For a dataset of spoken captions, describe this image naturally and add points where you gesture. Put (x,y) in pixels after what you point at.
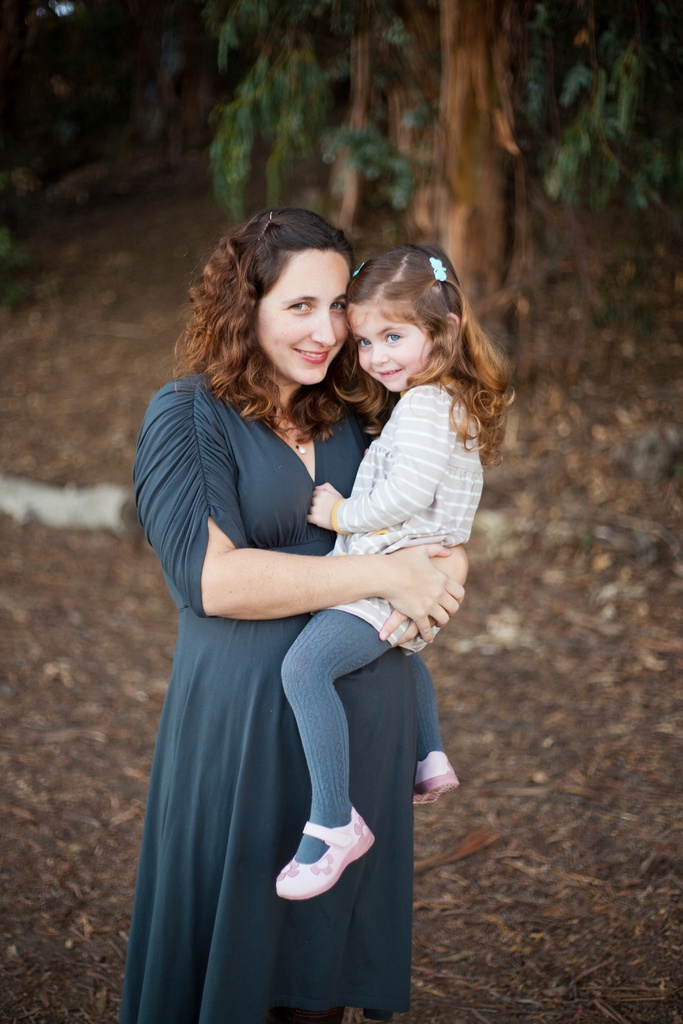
In the image we can see a woman (212,556) wearing clothes (200,587) and she is holding a girl (426,518). These are the hair clips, these are the dry leaves (568,471), soil (572,501) and a tree (374,44).
